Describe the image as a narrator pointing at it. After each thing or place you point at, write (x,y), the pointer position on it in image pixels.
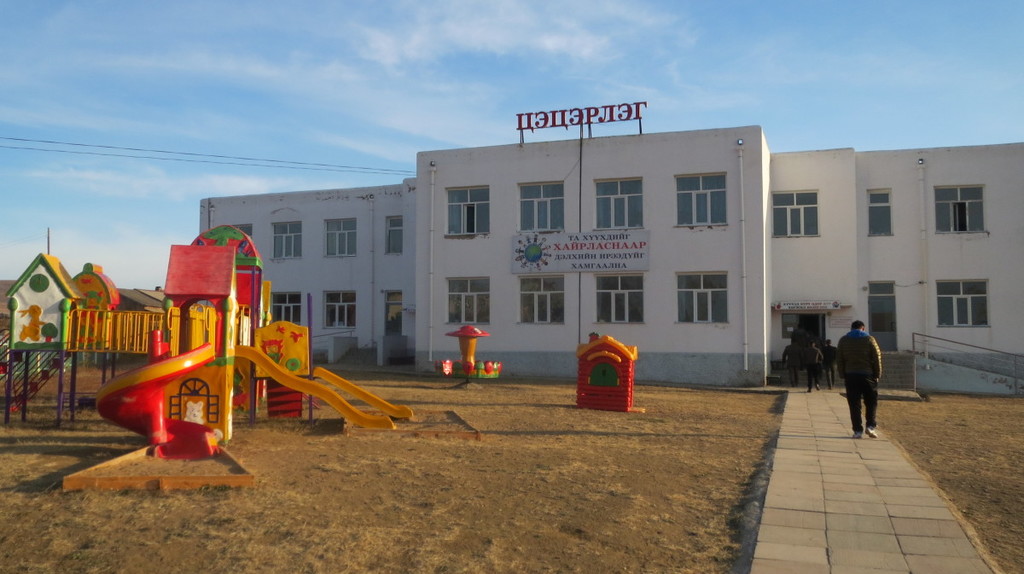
This image is taken outdoors. At the top of the image (218,68) there is the sky (662,70) with clouds (210,74). At the bottom of the image (337,533) there is a ground (548,494) with grass (501,502) on it and there is a floor (850,500). On the left side of the image (131,414) there is a slide (164,403) and there are a few railings (77,338) and iron bars (25,378). In the middle of the image (390,315) there is a building (522,279) with walls (798,249), windows (607,298) and doors (393,307). There is a board (557,256) with a text (588,242) on it and there is a text (564,120). There are two toys (602,369) on the ground (705,453). Four men (848,369) are walking on the floor (836,414).
